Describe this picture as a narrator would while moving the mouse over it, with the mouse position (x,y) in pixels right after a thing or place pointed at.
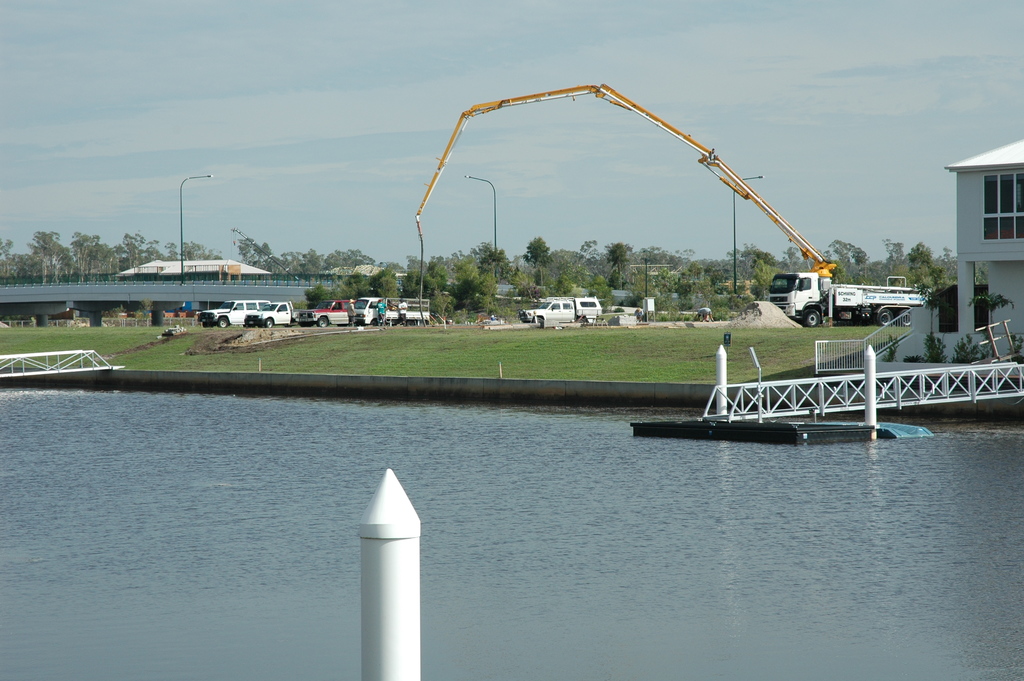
In this image there are two small bridges (774,398) over the water (623,466) and a few pillars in the water (705,455), few vehicles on the road (551,326), a crane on one of the vehicles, few trees (110,260), buildings (157,273), street lights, a bridge (305,289) over the road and the sky (540,213).
